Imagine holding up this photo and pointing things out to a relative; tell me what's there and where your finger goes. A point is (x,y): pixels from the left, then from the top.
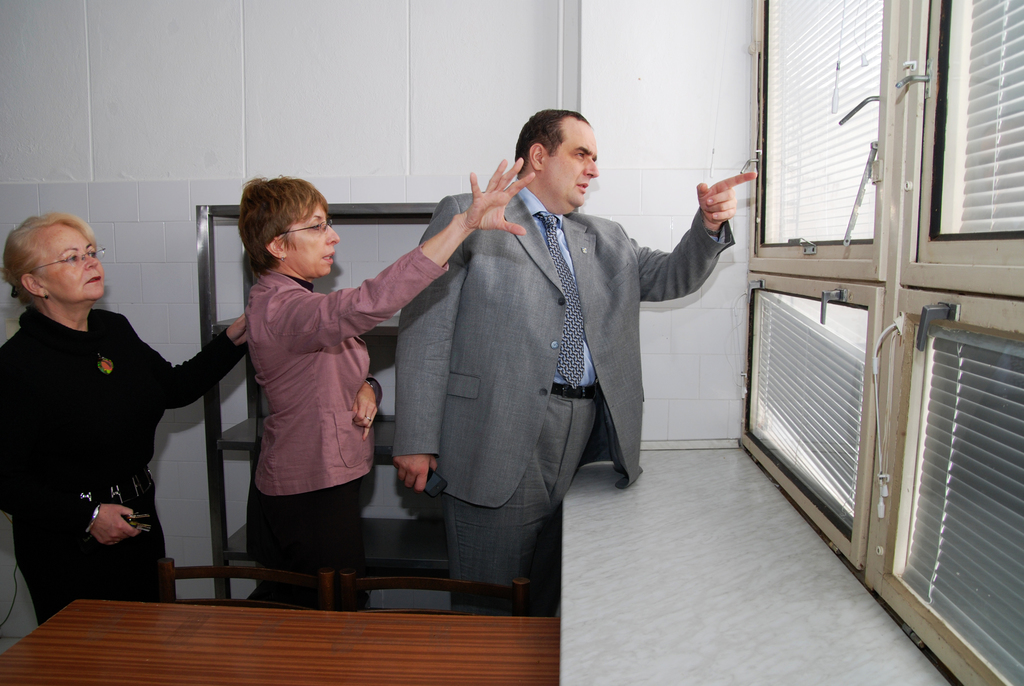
Here we can see 3 people (462,336) staring outside the window (782,219), two of them are pointing their hands (714,209) toward something and there is a table (127,609) in front of them and behind them there is a rack (370,542).
